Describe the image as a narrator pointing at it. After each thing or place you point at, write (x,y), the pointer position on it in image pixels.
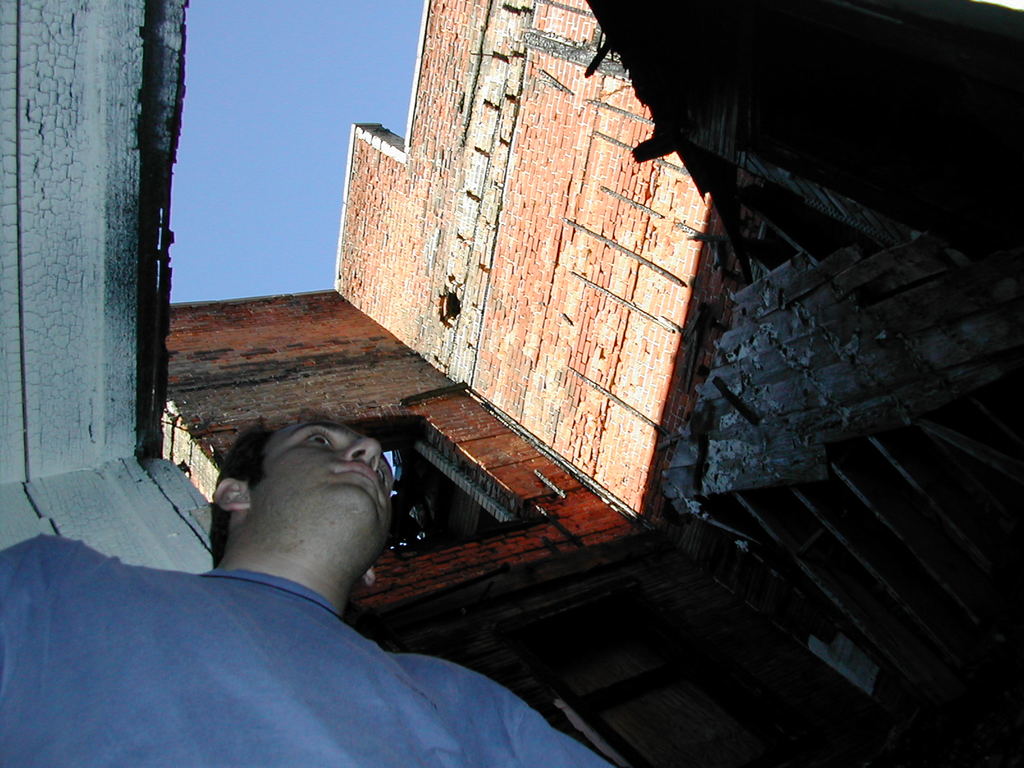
In this picture there is a building (583,295). In the left bottom (327,649) there is a person (315,672) with blue t-shirt (242,657). At the top (227,167) there is sky (284,167).
